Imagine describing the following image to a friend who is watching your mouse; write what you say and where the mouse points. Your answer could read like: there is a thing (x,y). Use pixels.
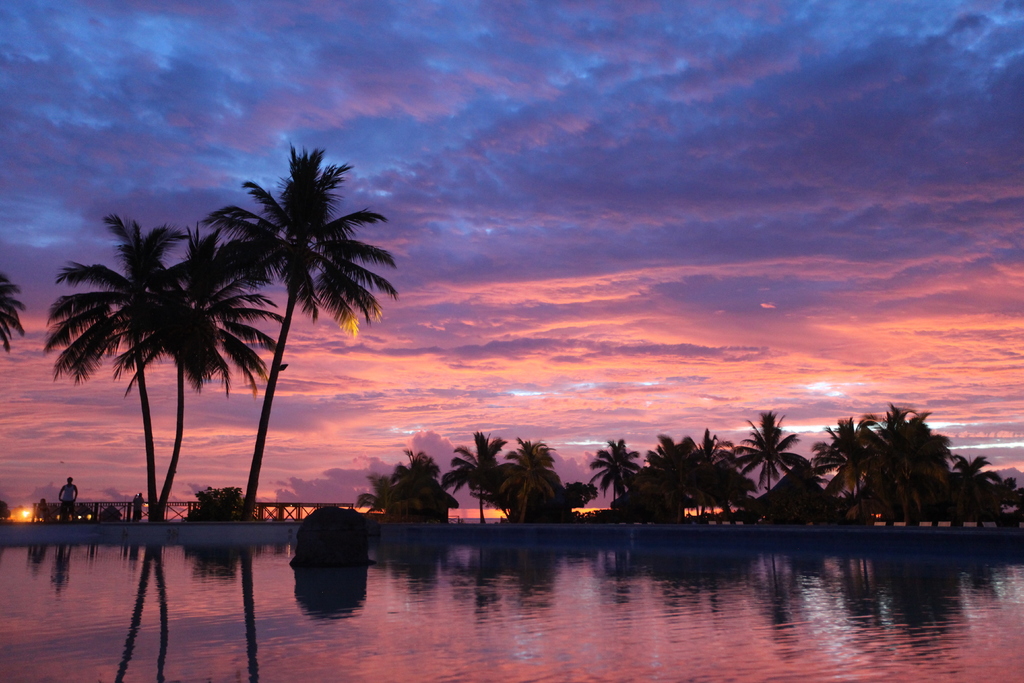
In the picture I can see the water (494,569), trees (387,494), huts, a person (135,502) standing at the fence (274,517), blue and pink color sky (446,371) with clouds (580,401) in the background (461,415).
